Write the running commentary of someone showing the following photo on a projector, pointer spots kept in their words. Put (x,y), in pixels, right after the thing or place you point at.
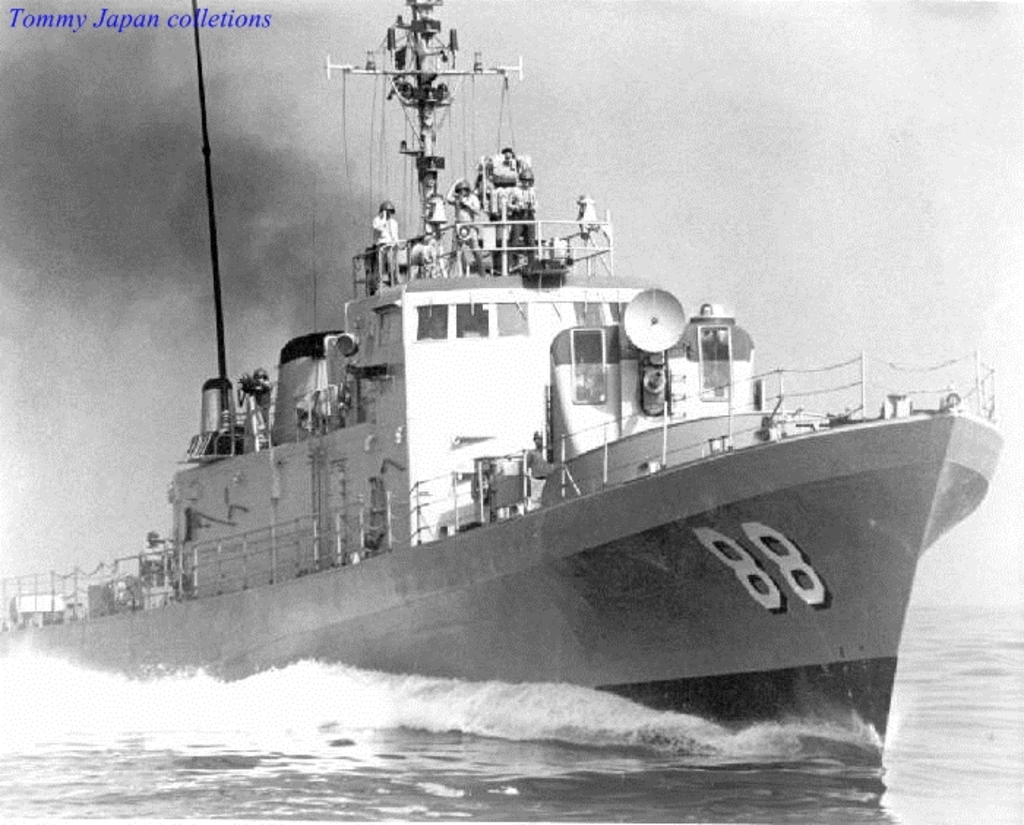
In this picture we can see a few people (469,224) on a boat (82,628). Waves (224,738) are visible in water (894,706). A watermark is visible on the left side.
